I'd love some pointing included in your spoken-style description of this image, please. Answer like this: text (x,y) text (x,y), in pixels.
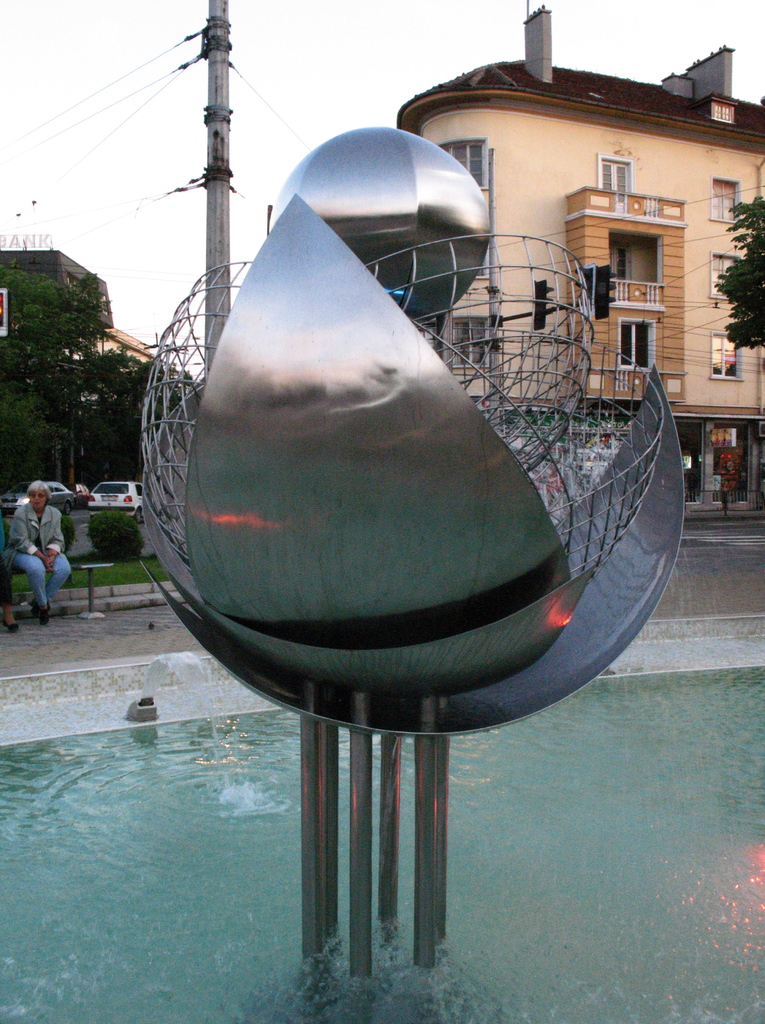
This image consists of a fountain (476,945). In the middle (338,581), there is an object (353,620) made up of metal (349,675). In the background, there are buildings (730,265). And we can see the cars (89,497). On the left (45,561), there is a person (37,568) sitting. In the middle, there is a pole (220,133). On the right (738,272), we can see a tree (737,289).
